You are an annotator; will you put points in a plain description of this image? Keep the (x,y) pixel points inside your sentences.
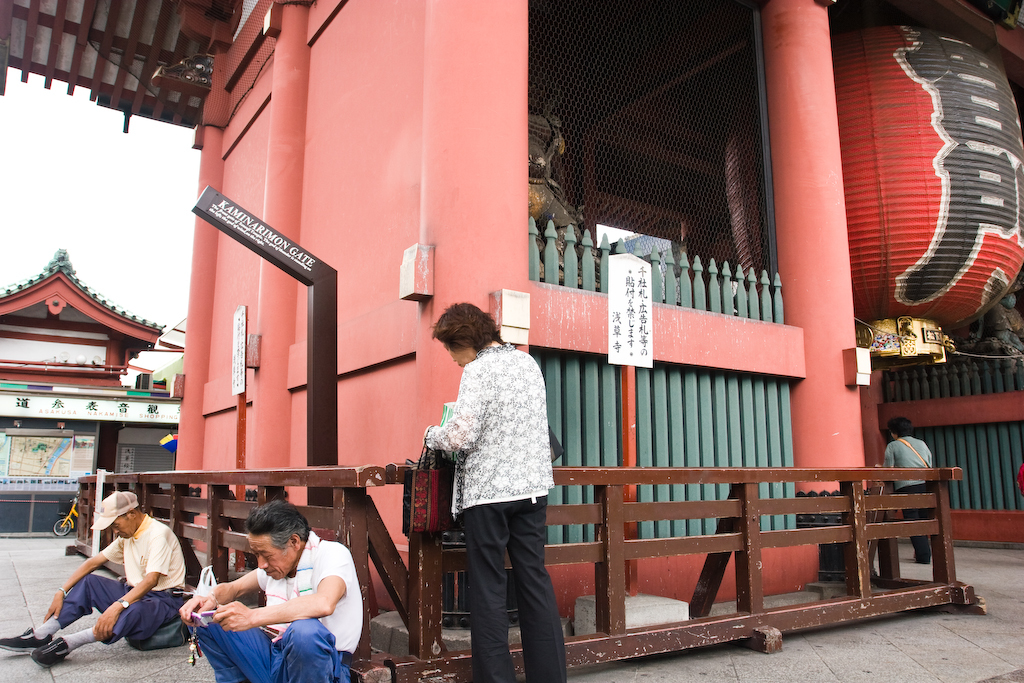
In this picture I can see buildings (132,76) and couple of men (158,537) sitting and a human (530,463) standing. I can see a board (268,256) with some text (243,230) and a cloudy sky (125,191).
